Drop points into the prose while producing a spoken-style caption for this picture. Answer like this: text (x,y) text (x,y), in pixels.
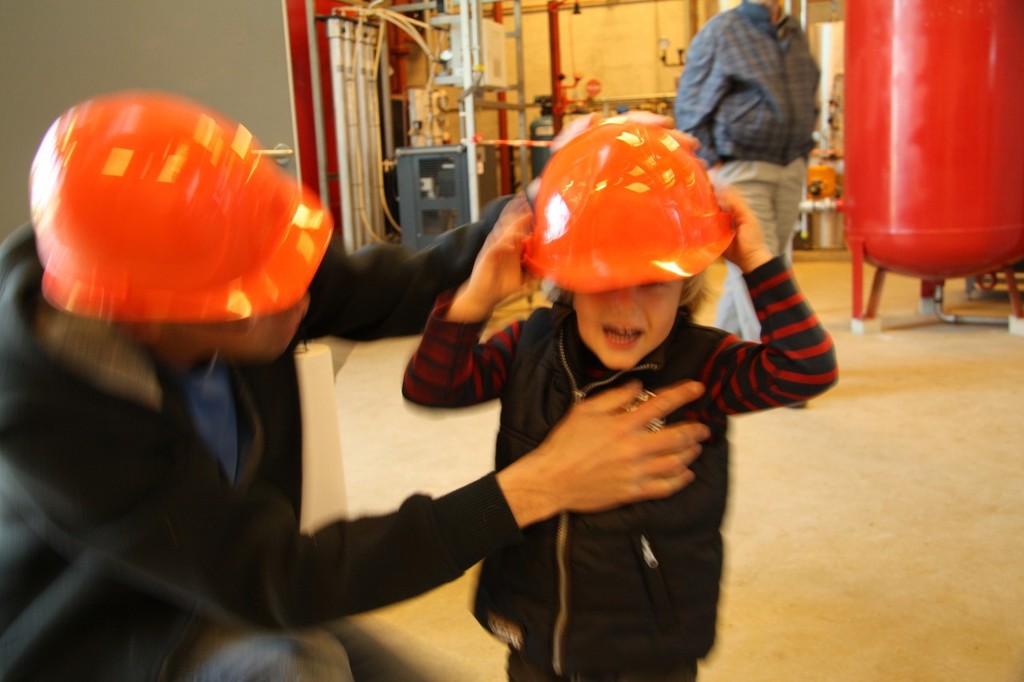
In the image in the center (608,389), we can see two people (435,372) wearing helmet (44,168). In the background (955,24) there is a wall (165,88), tank (858,170), one person (797,151) standing, poles (363,144), tools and a few other objects (414,109).
